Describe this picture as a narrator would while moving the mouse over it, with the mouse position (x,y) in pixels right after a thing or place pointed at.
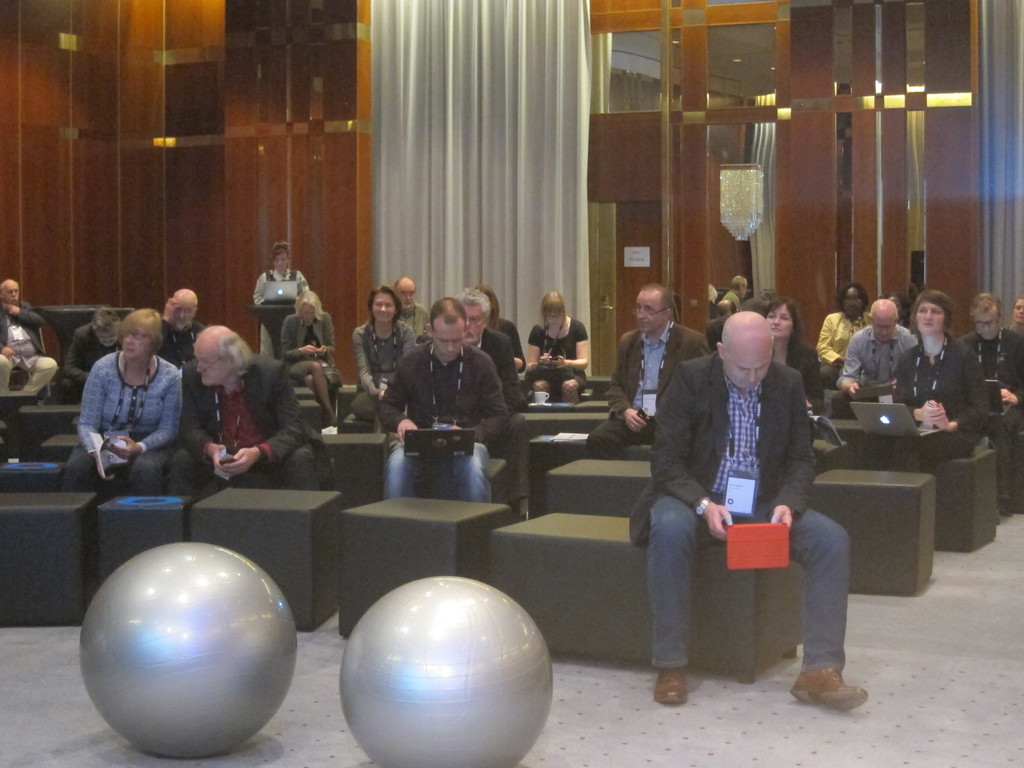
This picture describes about group of people (323,385), few are seated and few are standing, in front of them we can find exercise balls (254,570), in the background (409,73) we can see few curtains (401,88) and lights (952,101).
